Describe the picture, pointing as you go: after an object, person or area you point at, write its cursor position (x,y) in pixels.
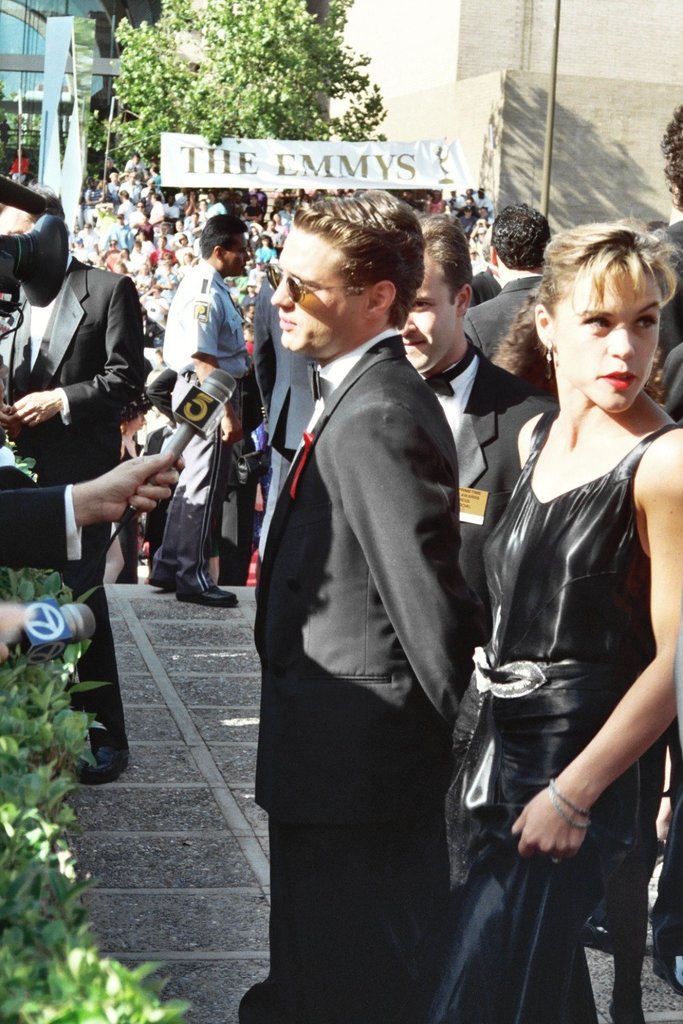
In the picture we can see a man (360,523) and a woman (602,367) standing on the path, the man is wearing a blazer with a shirt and a woman (648,343) is wearing a black dress (521,933) and looking aside and in front of them, we can see some plants (81,1023) and from it we can see some person hand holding a microphone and behind them we can see people (526,232) are standing and some people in the uniform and in the background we can see building walls (616,212), trees (346,132) and a pole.
